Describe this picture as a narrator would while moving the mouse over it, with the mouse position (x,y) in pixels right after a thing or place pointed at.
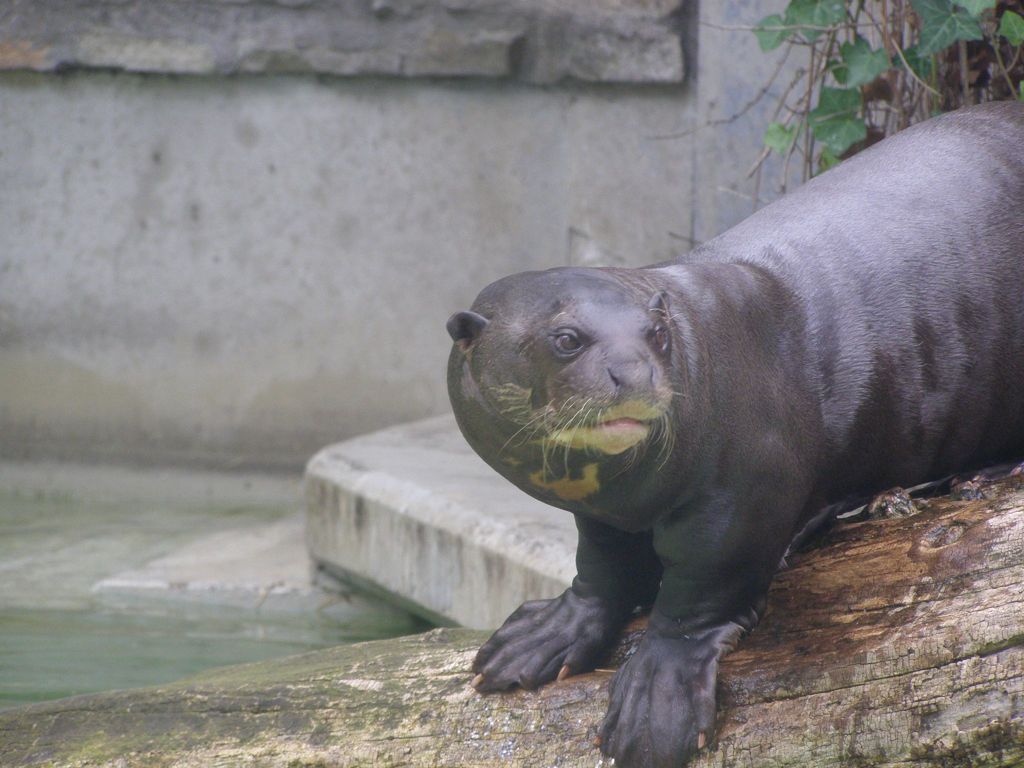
This image consists of an animal (745,448). That looks like an otter (527,391). It is in black color. There is a plant (928,59) at the top (856,91).
